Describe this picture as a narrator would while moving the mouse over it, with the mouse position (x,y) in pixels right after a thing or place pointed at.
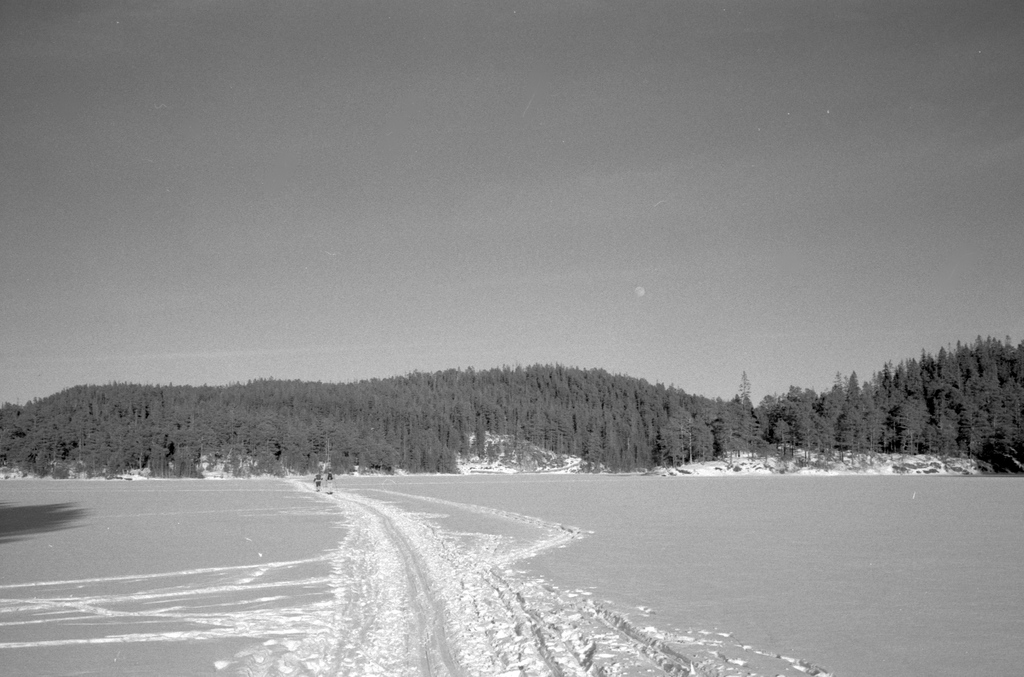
This is a black and white image. In this image we can see ground (330,538), trees (647,425) and sky (682,144).
